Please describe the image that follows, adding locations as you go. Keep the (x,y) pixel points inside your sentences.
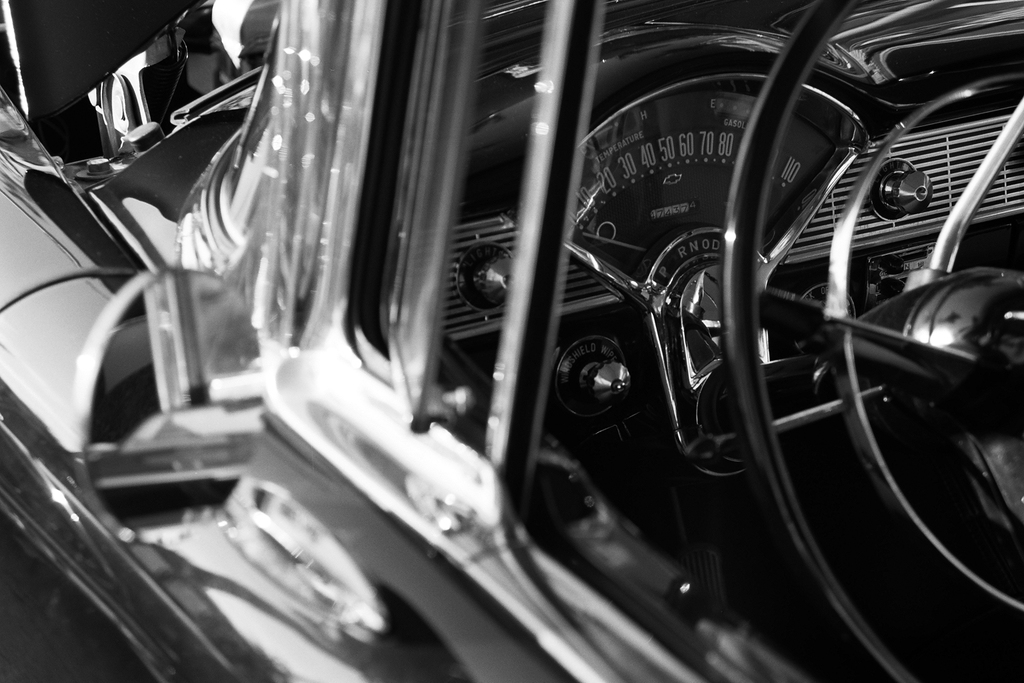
In this image I can see the vehicle (285,296). In the vehicle (487,307) I can see steering (743,389), speedometer (729,128), side mirror (162,373). And this is a black and White image.
